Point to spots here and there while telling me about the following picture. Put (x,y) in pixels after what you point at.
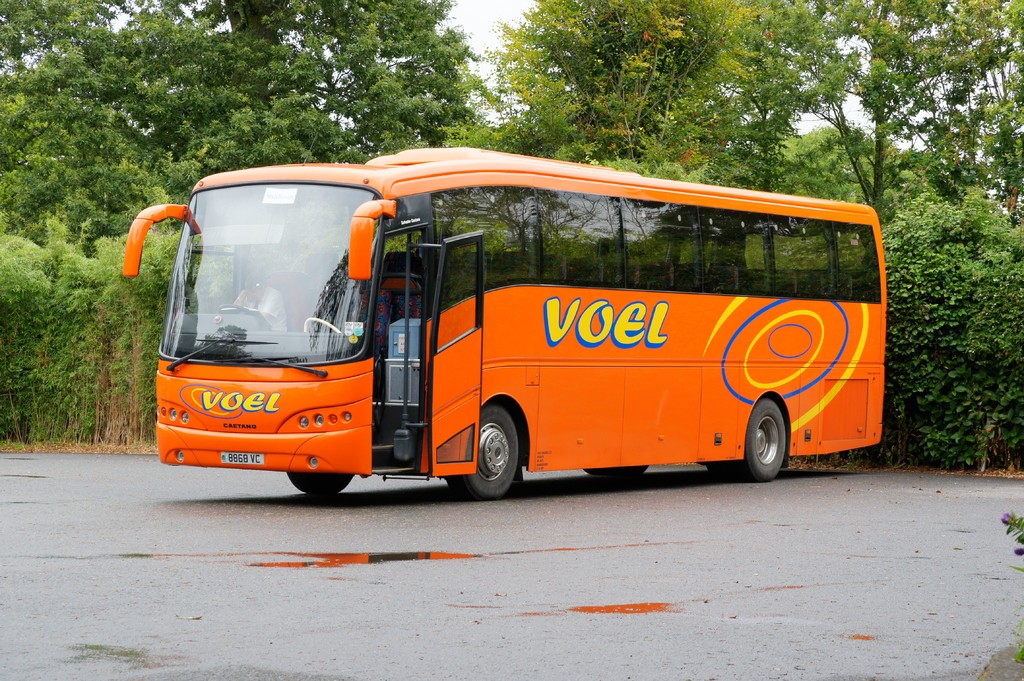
At the bottom (465,585) it is road (494,548). In the middle (582,364) there is a bus (321,291). In the background (557,91) we can see trees (382,44) and sky (513,65).
